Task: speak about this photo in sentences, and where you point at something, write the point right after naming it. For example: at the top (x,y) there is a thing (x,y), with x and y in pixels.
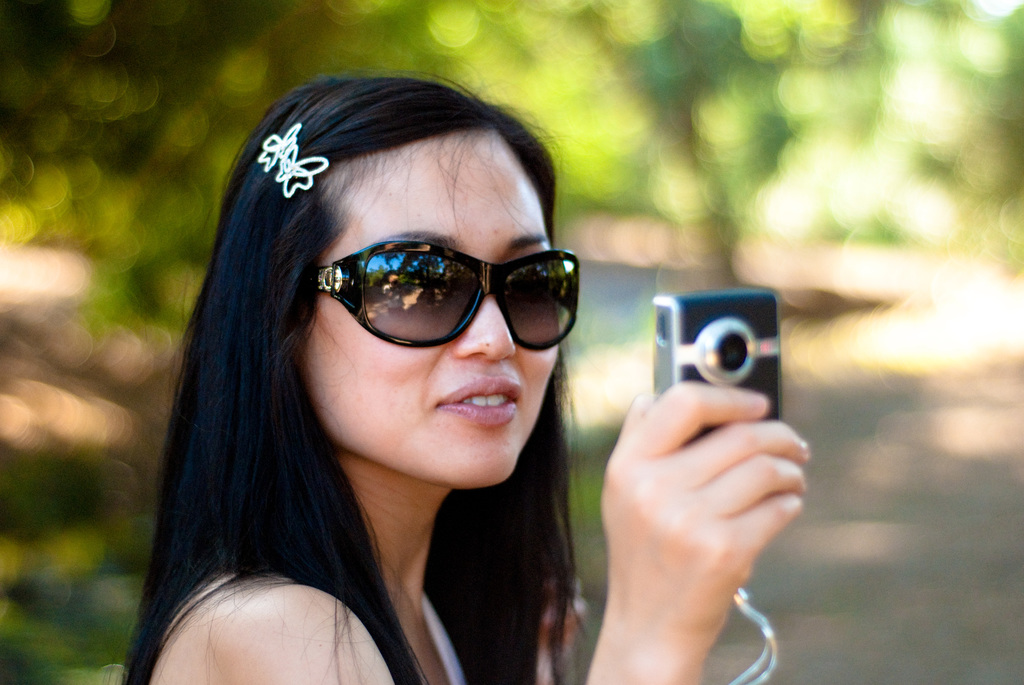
In this picture there is a woman (479,584) holding a camera (730,312). She is wearing a white dress (441,643) and black spectacles (564,296). The background (869,586) is edited.
